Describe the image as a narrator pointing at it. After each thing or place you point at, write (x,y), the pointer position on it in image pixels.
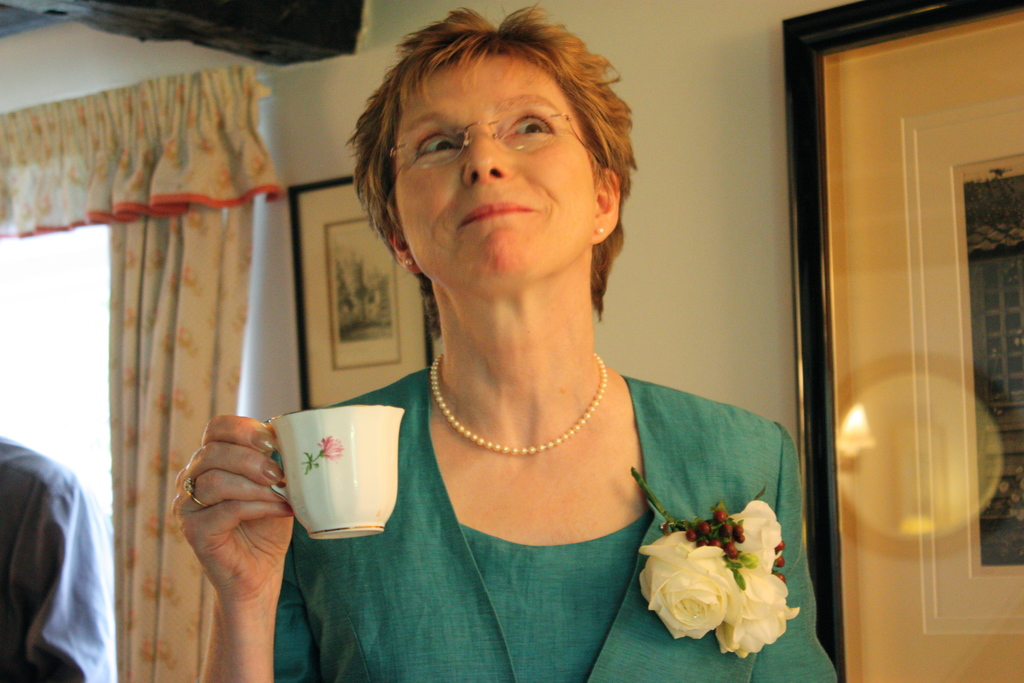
This person (525,31) holding cup (386,481). On the background (383,53) we can see curtain (196,303), wall (670,206), frame (1011,404).
